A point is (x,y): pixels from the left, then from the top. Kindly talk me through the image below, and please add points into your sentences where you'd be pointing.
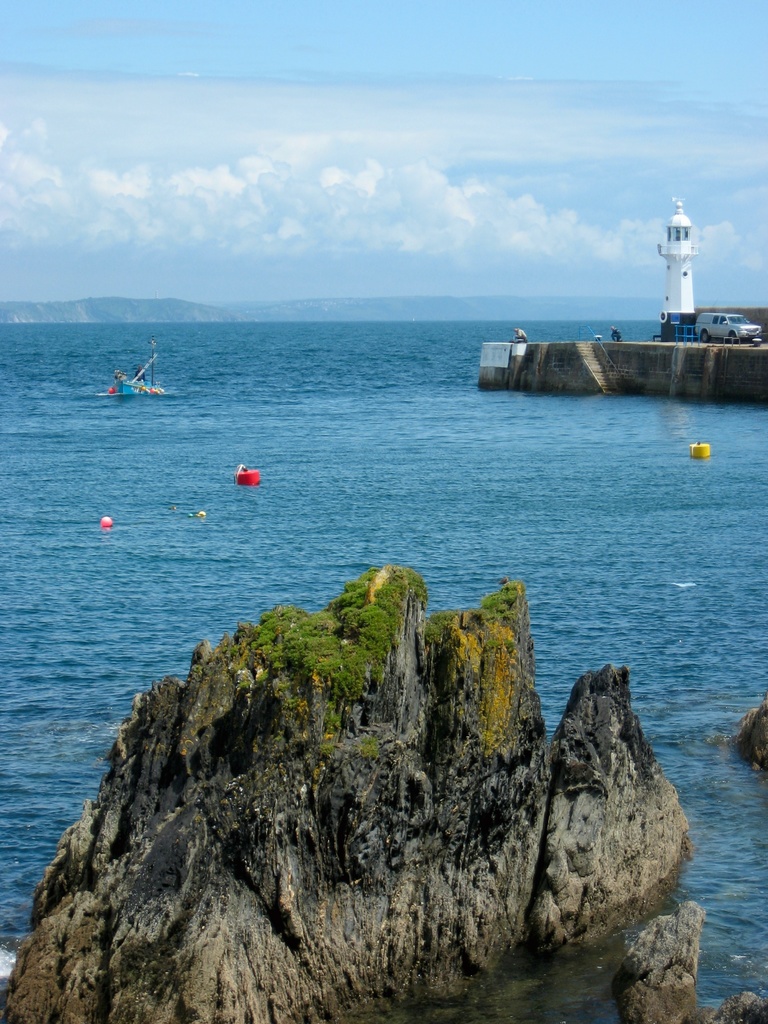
The image is taken near a beach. In the foreground of the picture (396,762) there is a rock (207,682). In the picture of there is water (464,438). On the right (629,360), on the dock (670,355) there is car (713,316) and light (684,309). In the background (135,310) there are mountains (240,317). Sky (47,289) is cloudy. In the water (187,370) there is a ship (148,370).
